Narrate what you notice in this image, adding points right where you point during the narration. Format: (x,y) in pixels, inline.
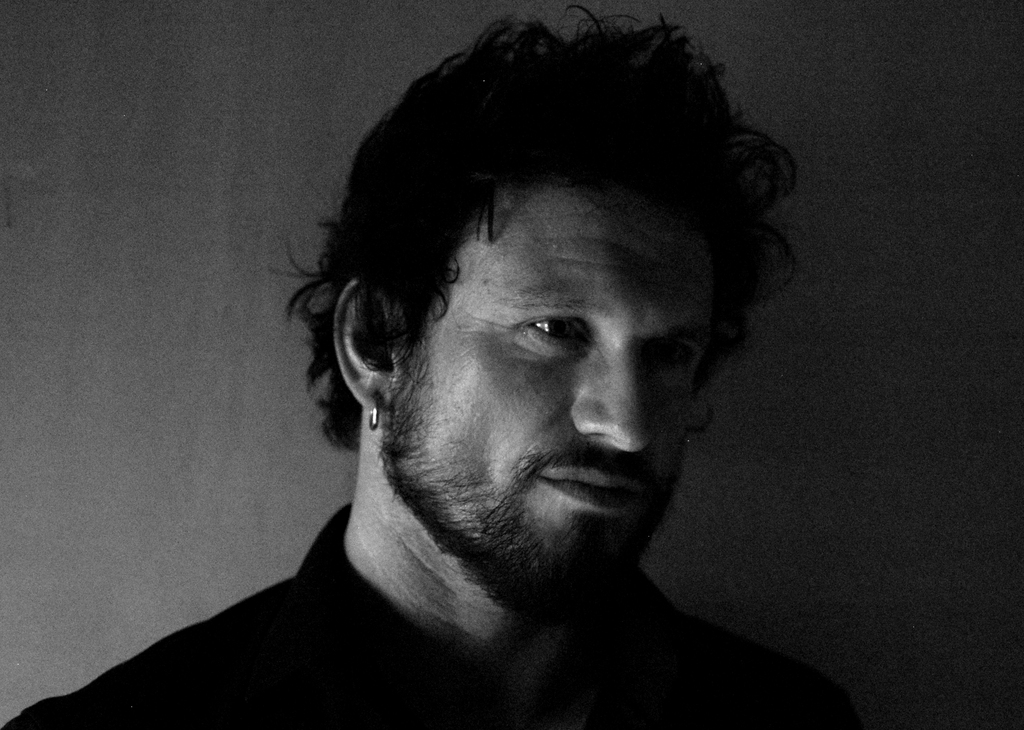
In this image, we can see a man (530,577) is wearing earrings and seeing. Background (190,393) there is a wall (181,383).
